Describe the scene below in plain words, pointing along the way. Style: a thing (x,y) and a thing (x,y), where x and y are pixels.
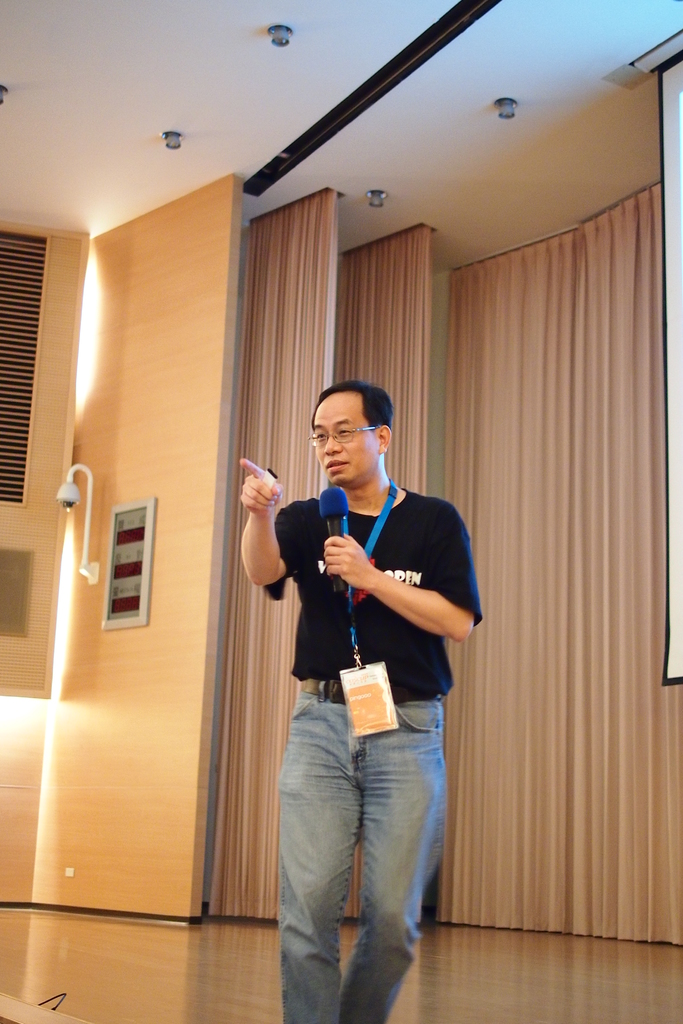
In this image I can see in the middle (402,613) a man (417,741) is standing and speaking in the microphone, he wore black color t-shirt (405,672), blue color jeans (420,858) and an Id card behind him there are curtains (465,391). At the top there are ceiling lights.
